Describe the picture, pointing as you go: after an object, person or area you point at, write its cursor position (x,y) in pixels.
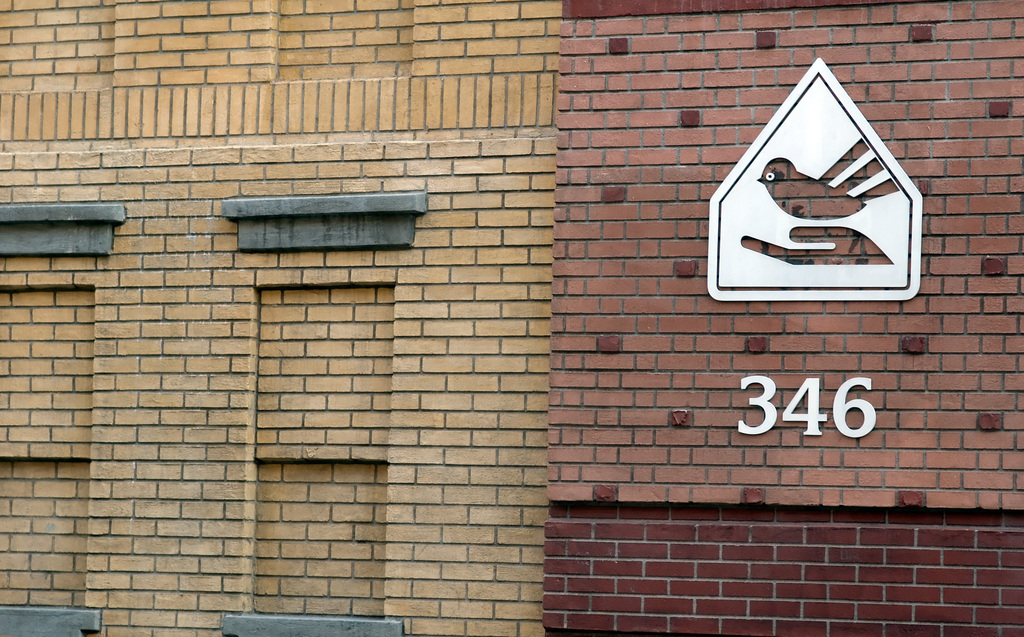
In this image there are walls (490,328) of buildings (539,240). In the right (730,172) on the wall (803,210) there is a frame (801,132) on it there is a structure (824,188) of a bird (790,186). On the wall (796,188) ¨346¨ is written.
